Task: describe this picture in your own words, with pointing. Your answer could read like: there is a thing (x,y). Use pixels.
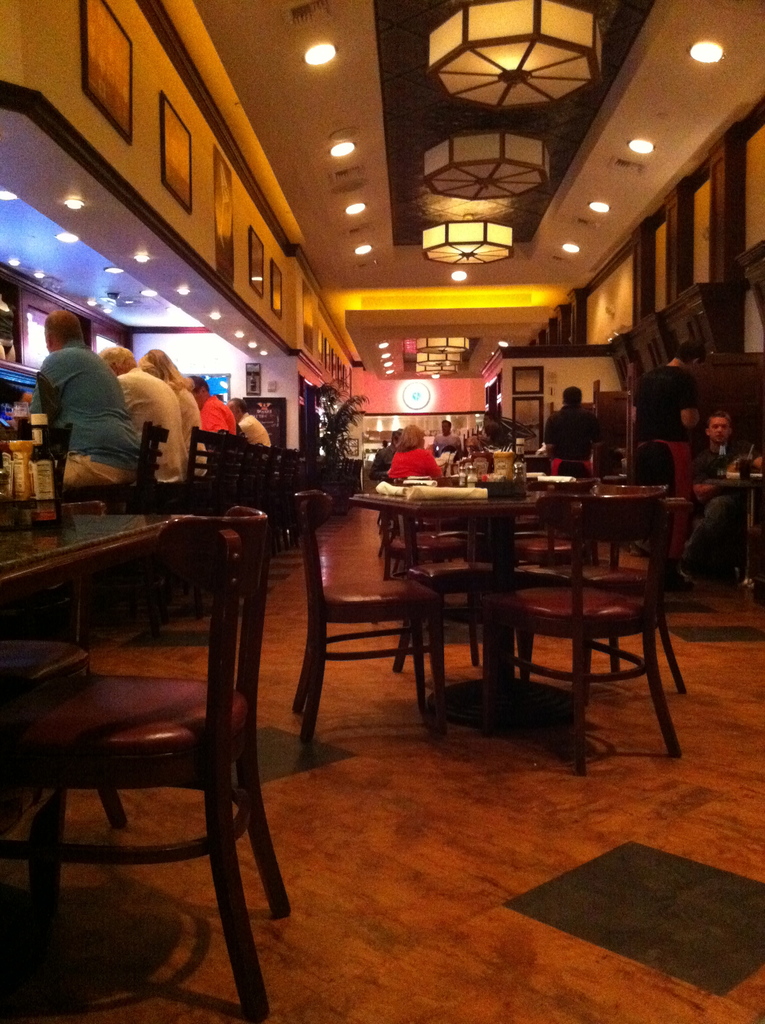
At the top (406,165) we can see ceiling (339,130) and lights (320,61). We can see persons (688,583) sitting on chairs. There are tables (462,484). This is a floor (591,938).
